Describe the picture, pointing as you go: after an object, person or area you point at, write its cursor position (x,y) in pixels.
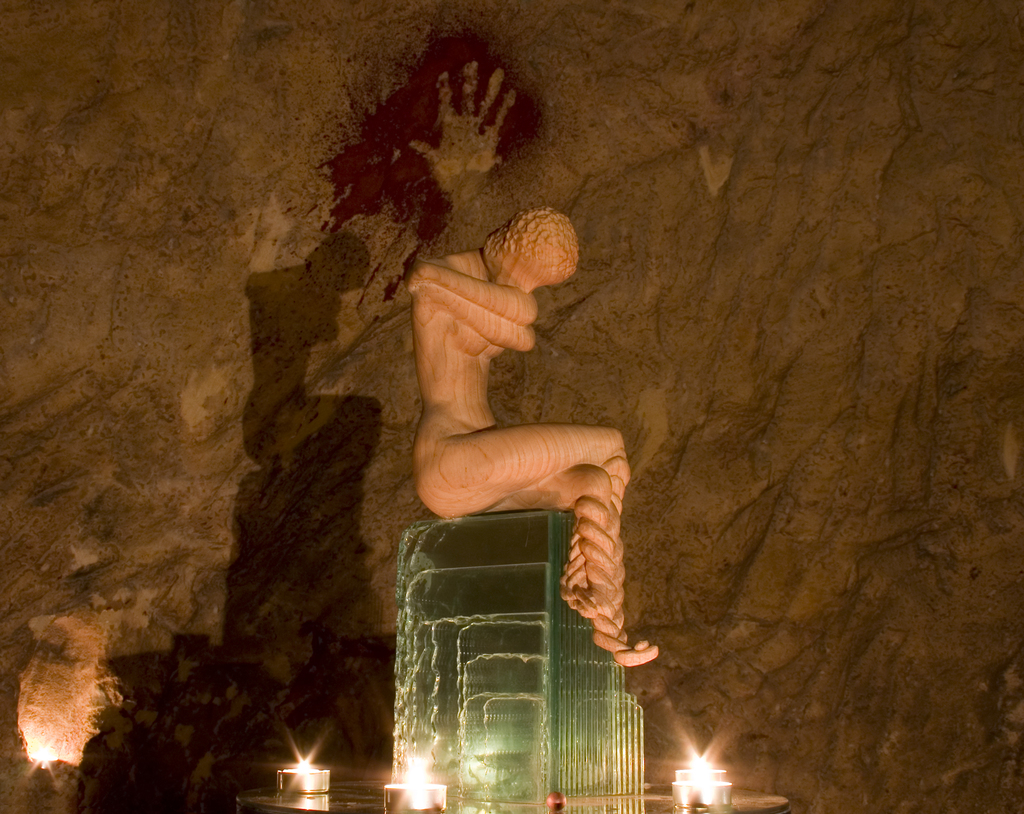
In this image I can see statue (516,476) sitting on a hard object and the background (161,405) is rocks (608,360).
